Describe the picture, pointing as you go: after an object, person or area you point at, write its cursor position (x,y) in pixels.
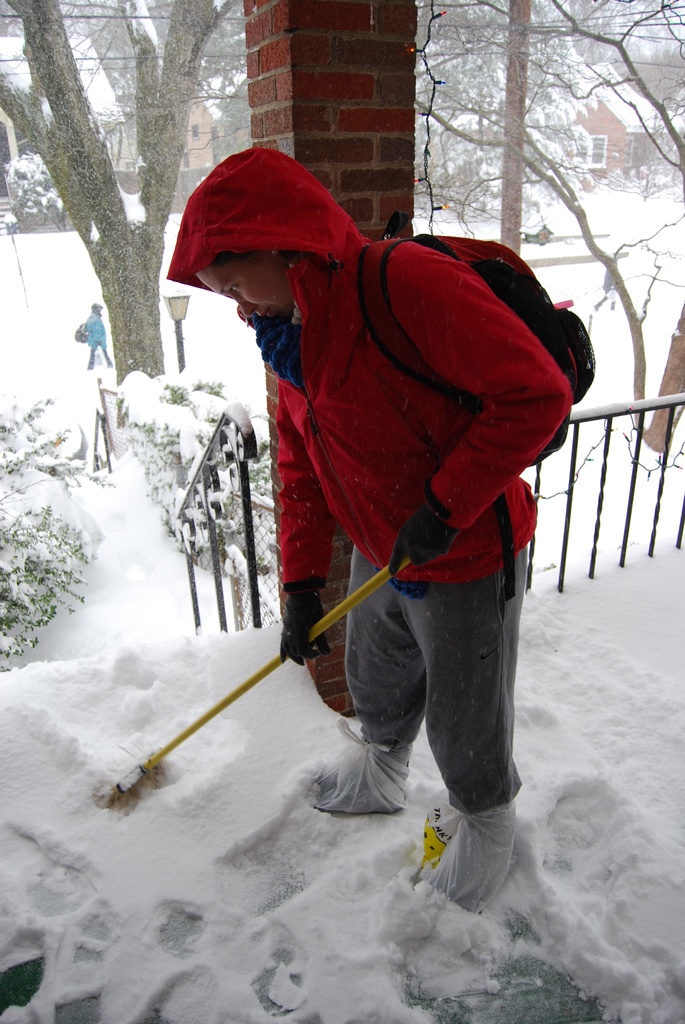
In this image we can see one pillar (387,177), some houses (8,52), some snow (651,126) on the houses (74,52), one staircase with snow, some lights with wire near the pillar (373,160), two fences (253,515), one light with pole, three objects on the ground (557,282), the ground (555,274) is full of snow (567,254), two objects (539,239) near the tree (139,336), some trees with snow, some plants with snow (143,399), one person (97,337) holding an object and walking. One person (376,354) standing wearing a backpack (372,322) and sweeping.
